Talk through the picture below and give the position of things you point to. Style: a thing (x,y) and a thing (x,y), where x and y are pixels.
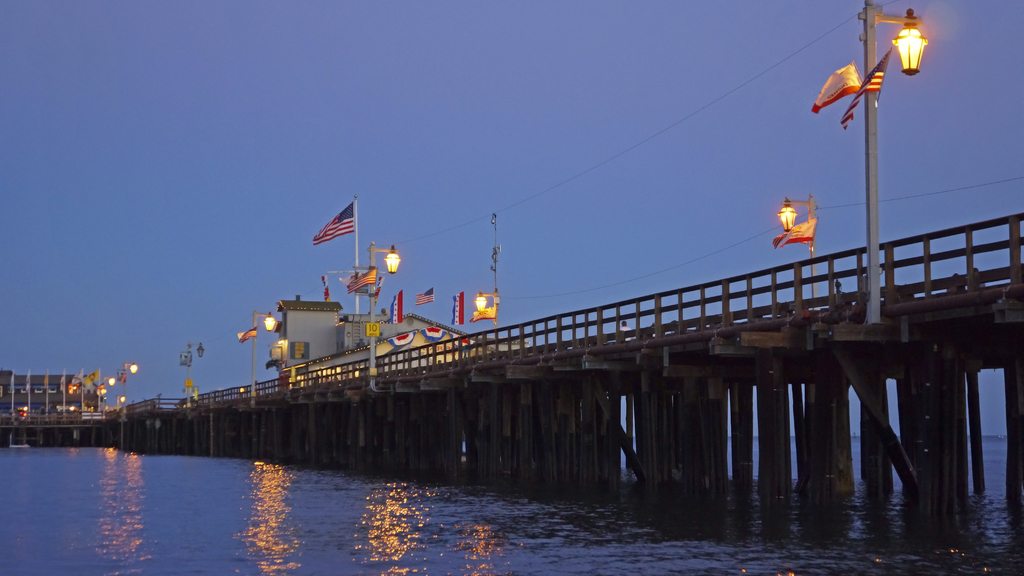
This image is taken outdoors. At the bottom of the image (343,510) there is a sea (156,502). In the middle of the image (658,344) there is a bridge (443,377) with railings (829,282), pillars (931,424) and iron bars (925,305). There are few poles (811,206) with street lights (788,206) and flags (827,99) on the bridge (135,404). At the top of the image (203,94) there is a sky (445,90).
